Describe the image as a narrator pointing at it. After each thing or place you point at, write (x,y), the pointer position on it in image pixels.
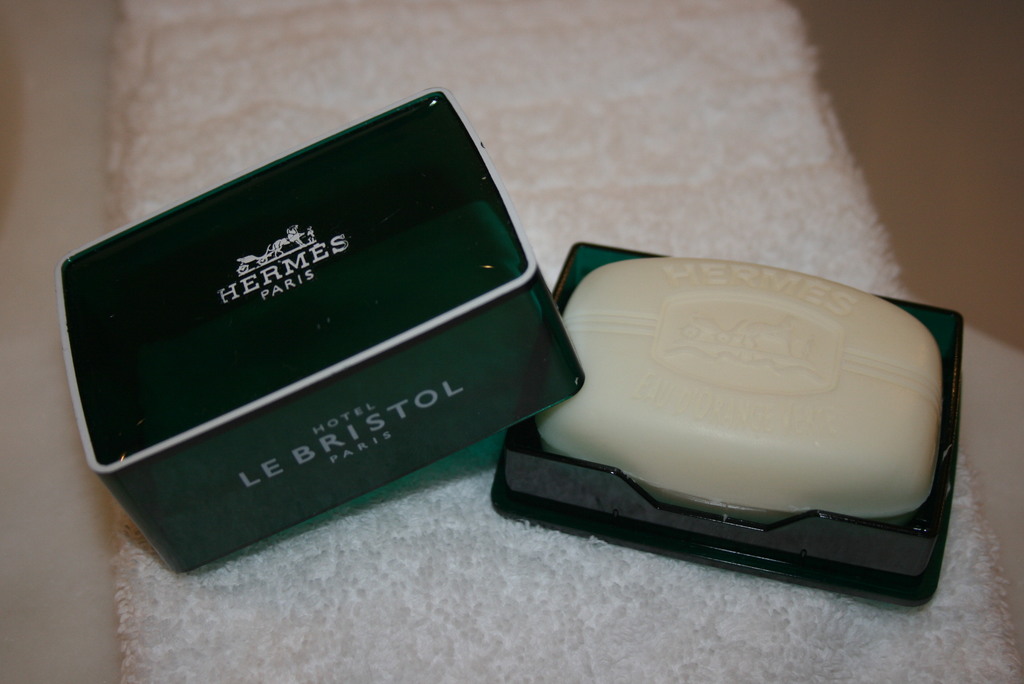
In the image there on the cloth (480,29) there is a box (785,533) with a soap (667,390). Beside that there is a box lid (182,338) with something written on it.
